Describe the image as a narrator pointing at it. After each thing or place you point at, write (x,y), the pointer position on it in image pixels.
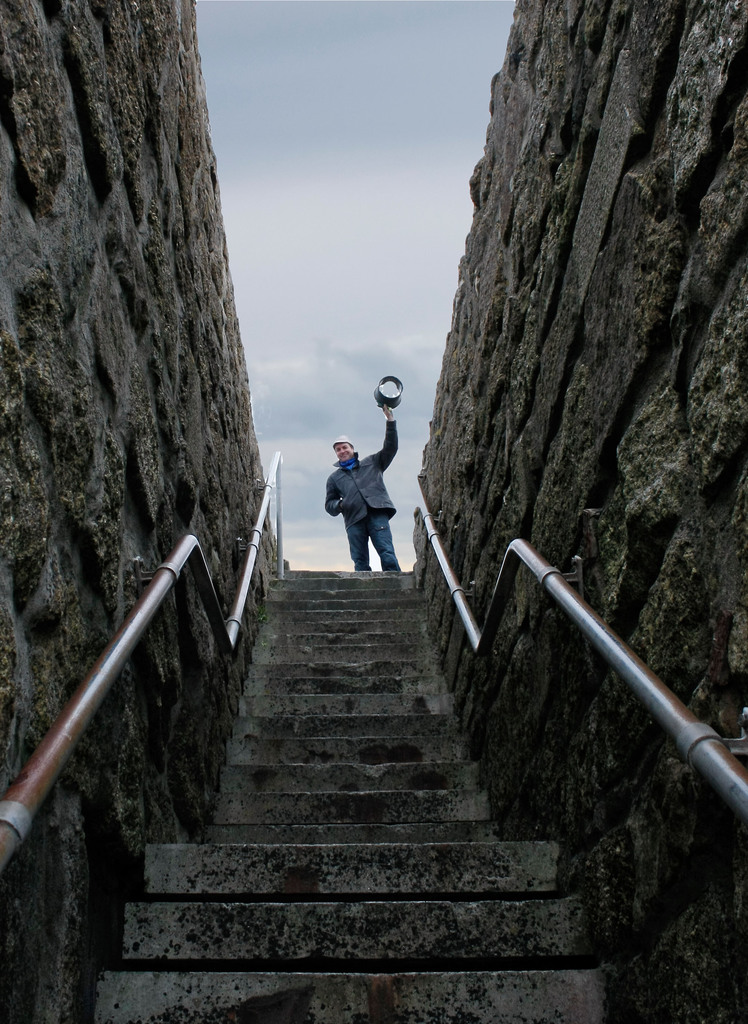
In this picture we can see a person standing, in front of him we can see stairs (349,707), rods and we can see sky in the background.
